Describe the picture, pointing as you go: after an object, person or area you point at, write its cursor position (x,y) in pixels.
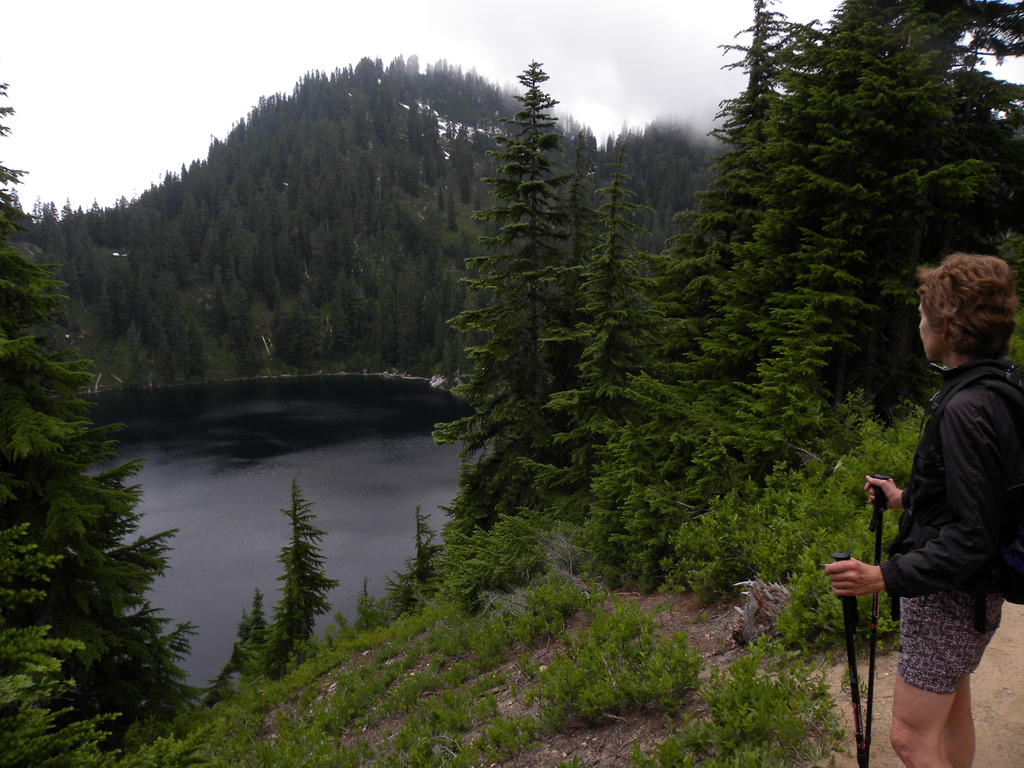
This is a picture taken in the outdoors. The woman (939,470) in black jacket (958,501) was standing on floor (989,752) and holding two sticks (882,502). In front of the women (911,523) there are trees (48,534), water (267,473) and fog (487,83).
